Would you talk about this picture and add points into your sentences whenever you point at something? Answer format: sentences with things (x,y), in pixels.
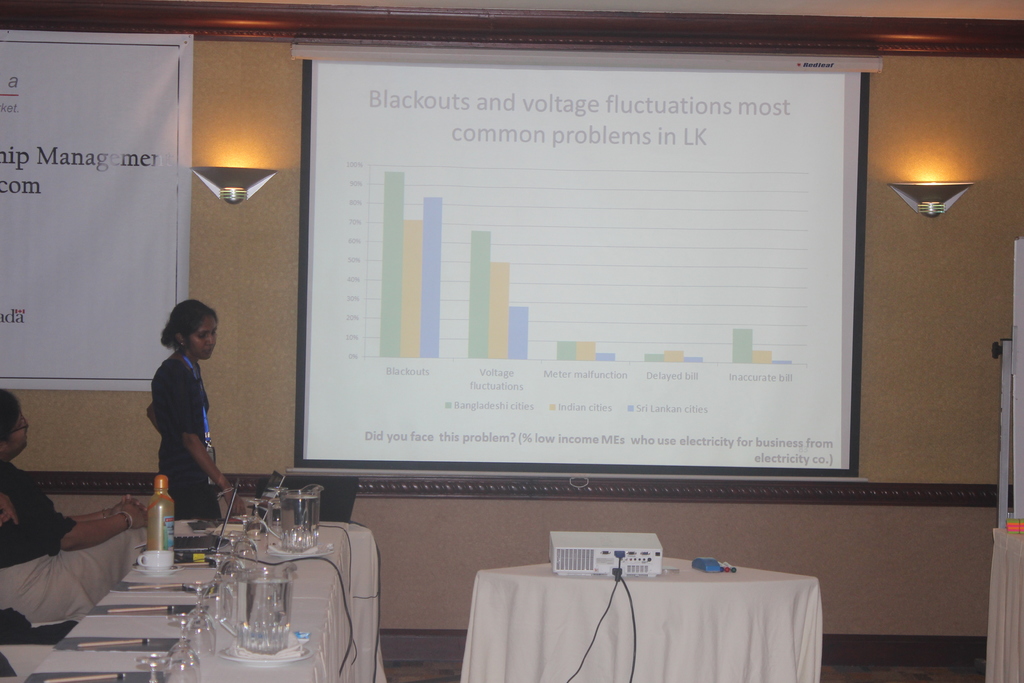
In this picture we can see a projector (560,566), wires (633,656), pens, white cloth (696,593) and a blue object (701,564) on a table (595,624). There is water (279,614) in jugs (289,596). We can see a few glasses (228,570), papers (131,613), pen (181,586), cup (151,569), bottle (161,526) and other objects (249,662) on the table (261,676) on the left side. There is a person (82,521) sitting on a chair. A woman (184,468) is standing on the left side (200,517). A laptop (284,481) is visible on the table (93,665). We can see a banner (37,343) on the left side (181,195). There is a projector screen (824,85).
